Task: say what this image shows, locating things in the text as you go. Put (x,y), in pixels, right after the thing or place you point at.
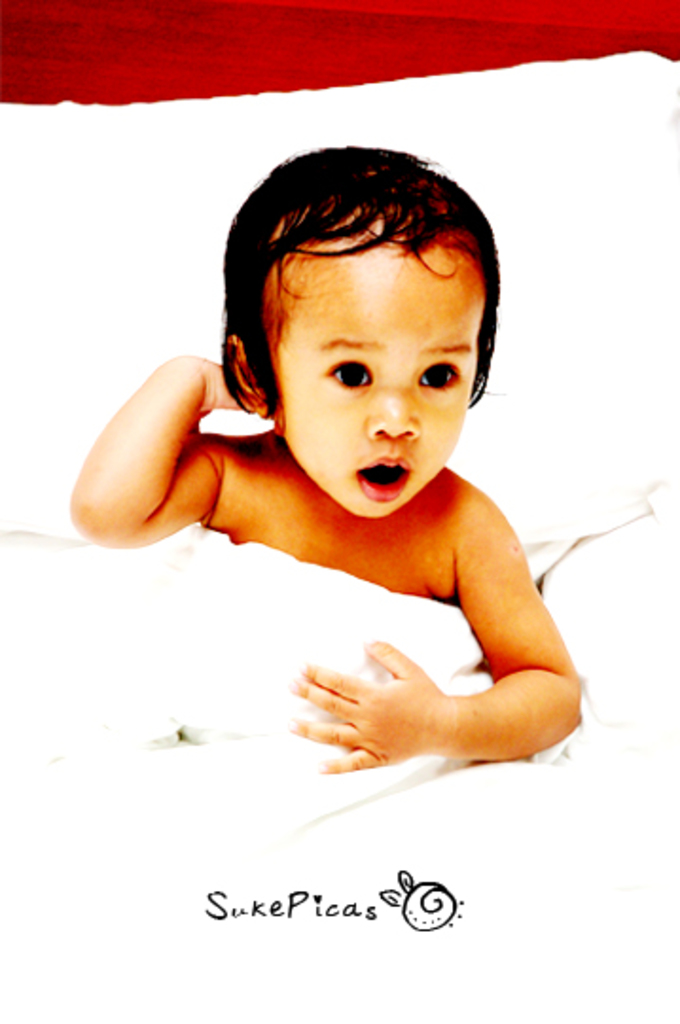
In this image we can see a baby (404,347) on the bed (641,721). We can see some text (208,903) at the bottom of the image (218,913).
